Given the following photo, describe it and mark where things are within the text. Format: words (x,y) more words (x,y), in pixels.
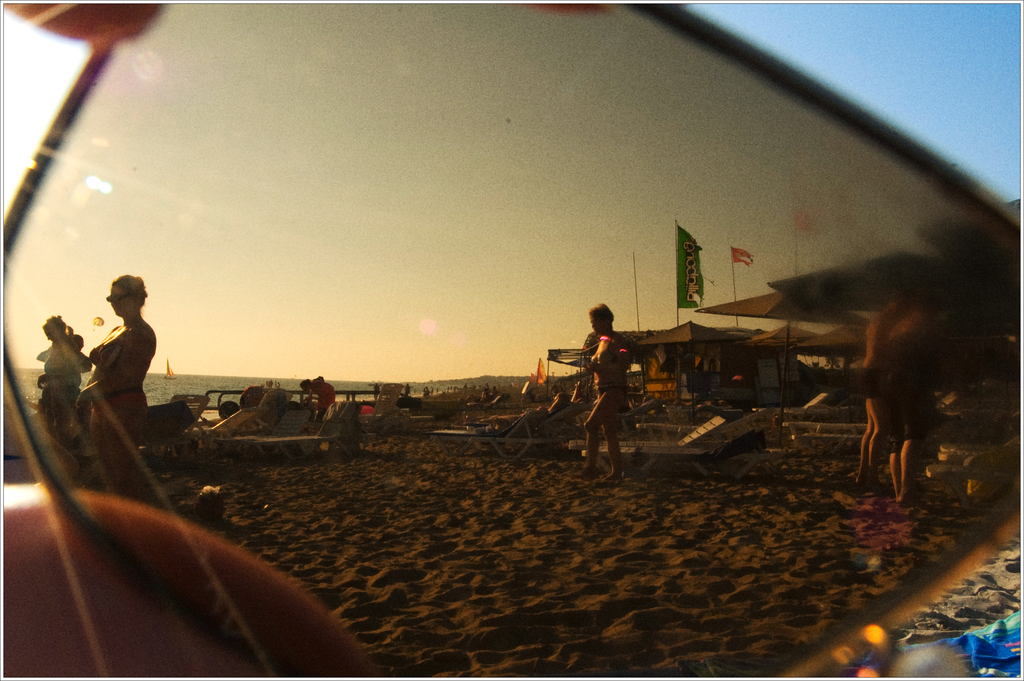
In this picture we can observe a sunglasses lens (638,392). In the lens (660,404) there are some people (608,362). We can observe men (886,402) and women (107,363) in the beach (586,560). In the background (189,387) there is an ocean (189,387). On the right side (756,351) we can observe tents (698,331) and some flags (696,261). In the background (273,126) there is a sky (203,188).
